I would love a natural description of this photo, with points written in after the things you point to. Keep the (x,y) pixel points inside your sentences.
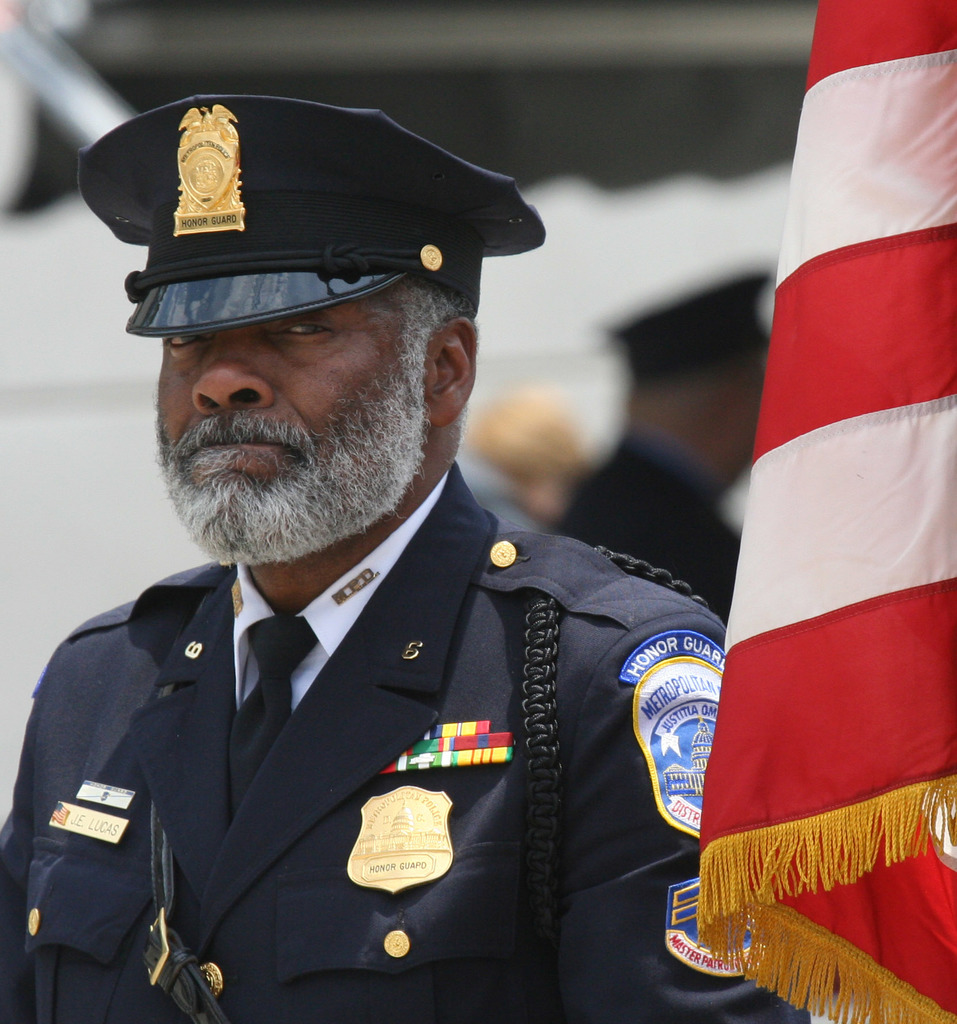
In this image I can see a man (386,675). On the right side (857,554), I can see a flag (866,748).
